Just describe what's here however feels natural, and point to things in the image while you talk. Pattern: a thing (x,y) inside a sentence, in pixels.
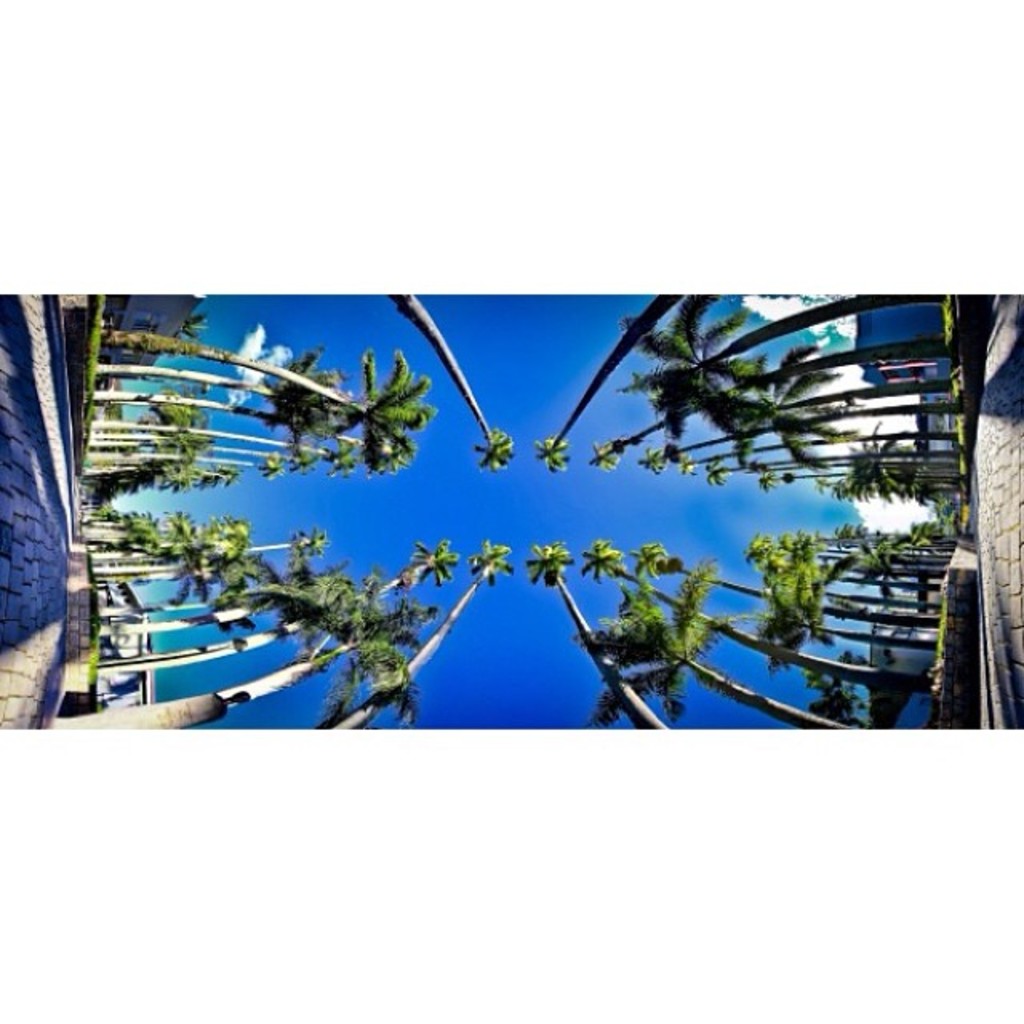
Here, we can see some green color trees (276,578) and there is a blue color sky (554,644).
